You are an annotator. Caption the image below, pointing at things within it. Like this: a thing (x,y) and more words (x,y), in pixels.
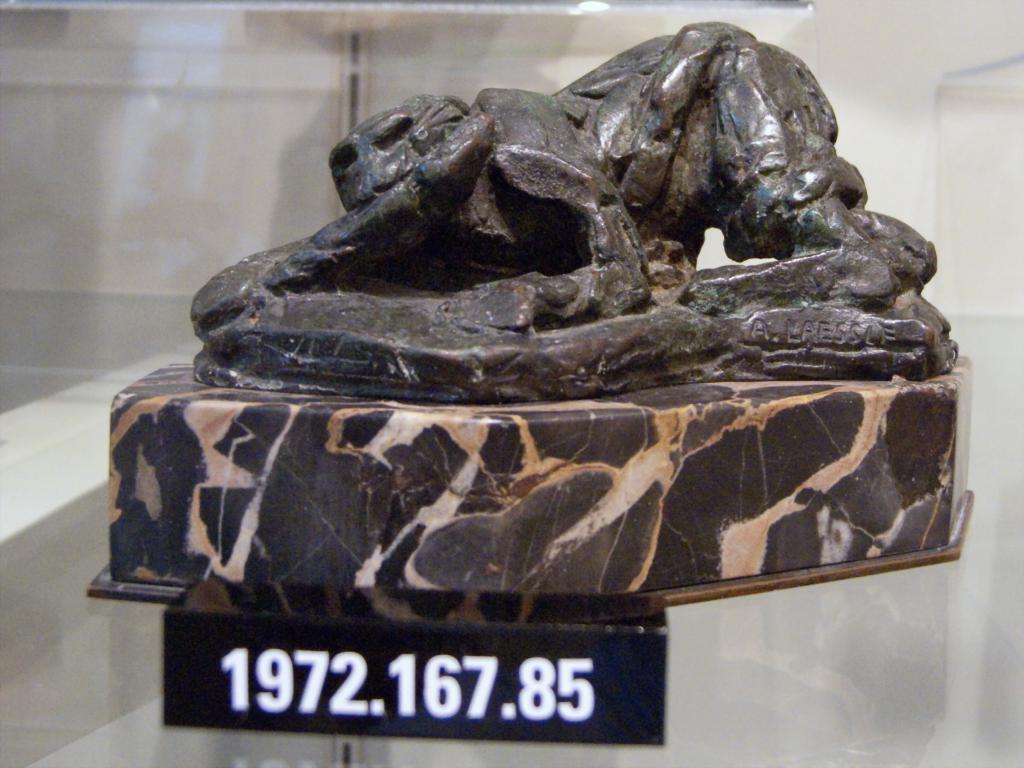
In the image we can see a sculpture (602,219) on the stone (456,463). Here we can see a board (232,715), on it there are numbers (475,697).
